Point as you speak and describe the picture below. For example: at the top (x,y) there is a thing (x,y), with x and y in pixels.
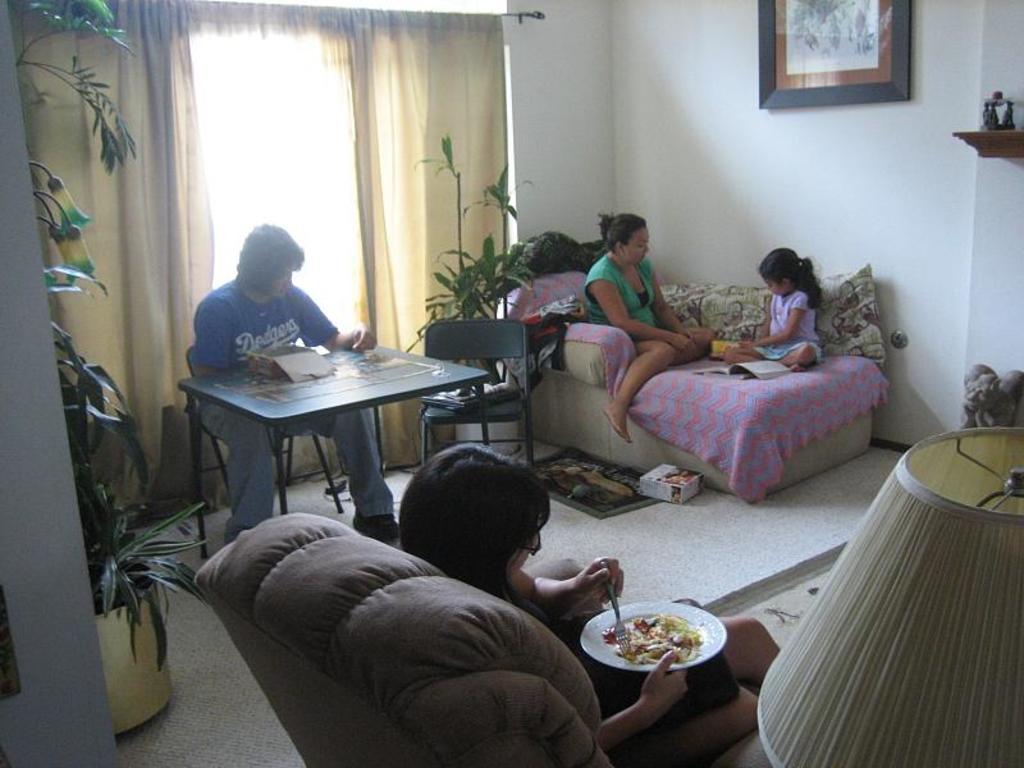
There is a woman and a baby girl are sitting on a bed (774,397). There is a woman (763,634) sitting on a sofa (509,673) and she is eating. There is a man (244,473) sitting on a chair (326,469) and looks like he is doing something. This is a table lamp (943,608) and this is a clay pot (130,684) which is on the left side (128,669).
